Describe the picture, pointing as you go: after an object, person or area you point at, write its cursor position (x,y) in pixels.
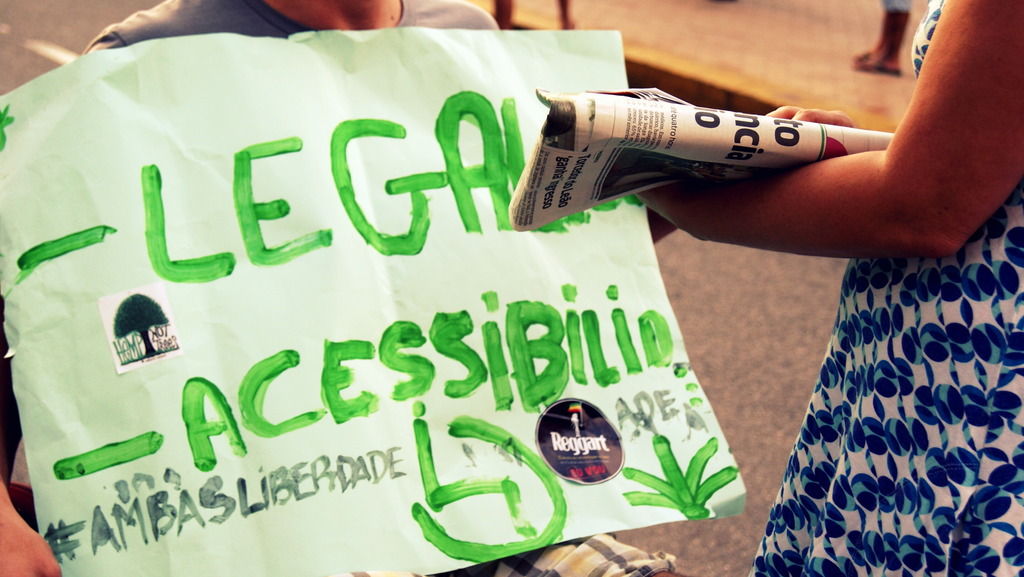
On the left side (226,8), there is a person (222,11) holding a hoarding (191,330). On the right side (998,414), there is a person (1001,134) holding newspaper (587,142) near a road (730,338). In the background (900,8), there is a person (509,1) standing on the footpath (761,38).
